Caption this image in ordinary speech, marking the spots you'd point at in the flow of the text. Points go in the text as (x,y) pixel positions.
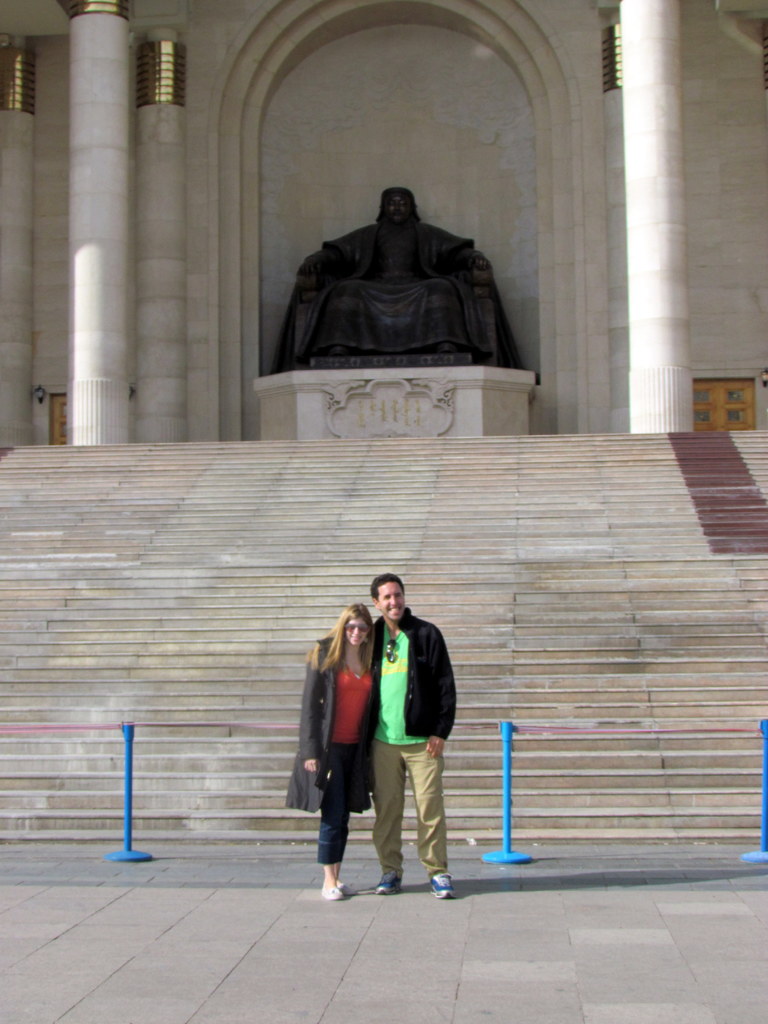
In this image we can see a man (435,765) and a woman (331,721) are standing on the road (394,973), rope and pole barrier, steps (274,468), statue (453,344) on a platform (300,393), pillars (29,157), door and the wall (261,177).
